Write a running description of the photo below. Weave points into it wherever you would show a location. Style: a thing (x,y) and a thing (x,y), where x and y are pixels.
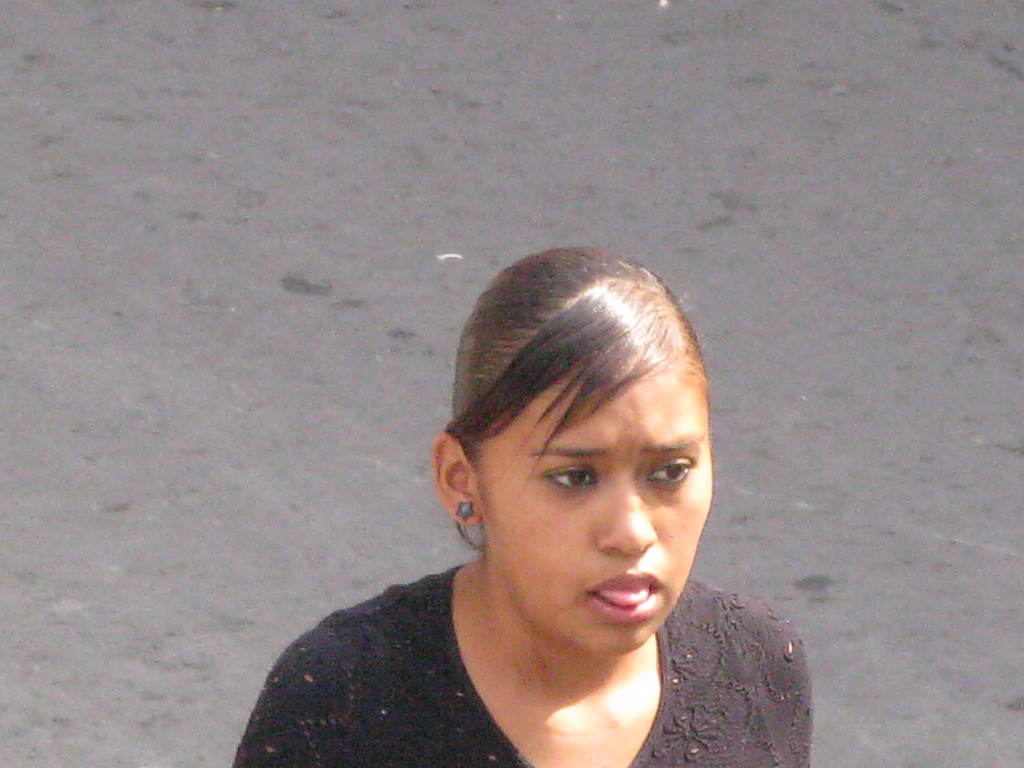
In this picture we can see a woman (585,296) and in the background (416,551) we can see the road (449,169).
